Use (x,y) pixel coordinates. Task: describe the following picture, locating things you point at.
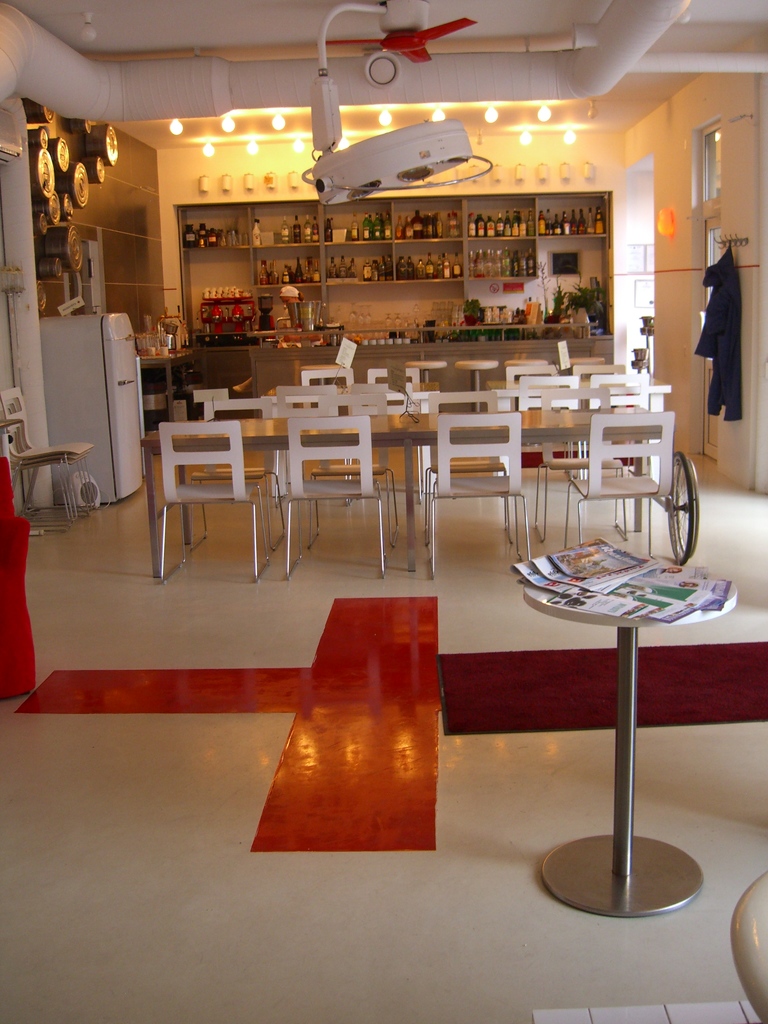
As we can see in the image there is a refrigerator (104,451), chairs (670,451), tables (492,410), books (653,596), fan (409,24), shelves (292,204) filled with bottles (383,273) and there are lights (330,121).
